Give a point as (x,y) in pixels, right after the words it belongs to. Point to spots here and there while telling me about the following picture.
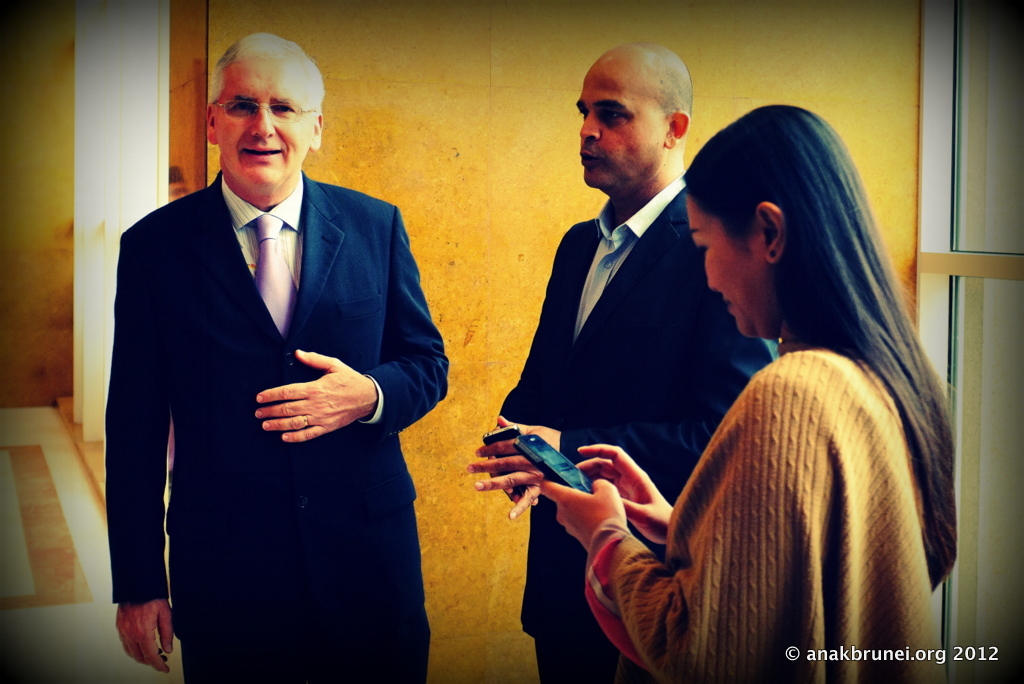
In this picture there are three people (777,386) standing, the person (318,139) here on the left (300,147) is smiling and the woman (892,449) on the right (850,508) she is operating a smart phone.
